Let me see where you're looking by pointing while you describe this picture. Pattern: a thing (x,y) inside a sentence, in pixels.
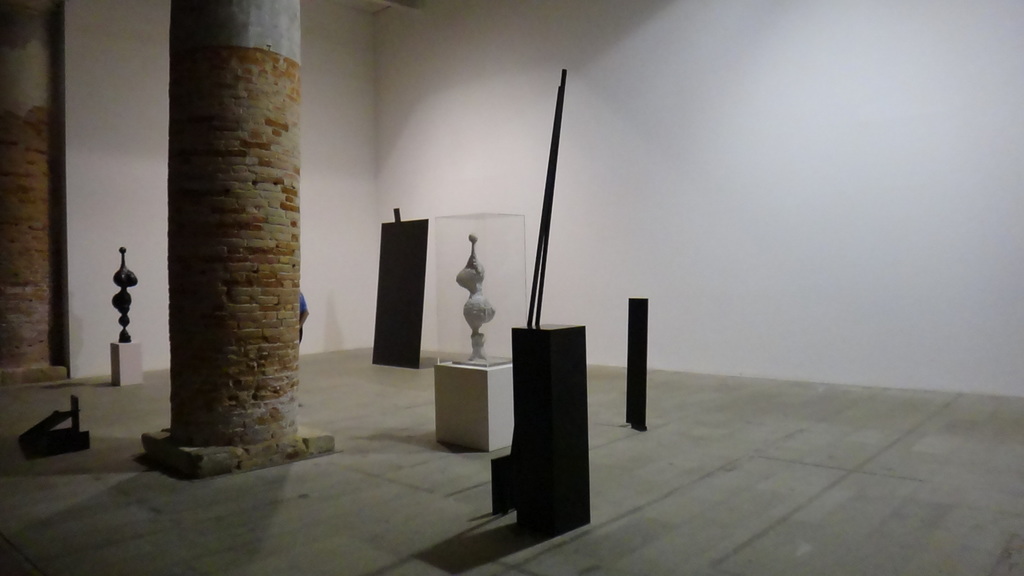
In the picture we can see a hall (616,525) with two pillars (45,144) and near it, we can see some stones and some things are placed on it.
